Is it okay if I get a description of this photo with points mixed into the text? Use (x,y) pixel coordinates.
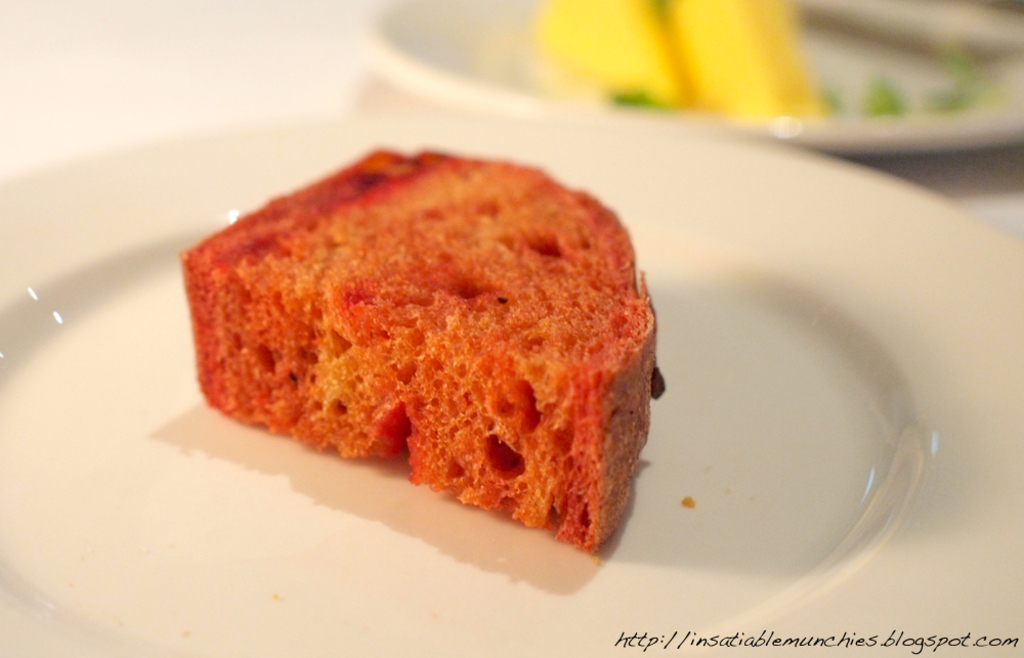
In this image I can see the plate (728,329) with food (413,340). I can see the plate (546,570) is in white color and the food (475,498) is in red and orange color. To the side I can see an another plate (822,82) with food (728,90). These are on the white color surface (103,92).
